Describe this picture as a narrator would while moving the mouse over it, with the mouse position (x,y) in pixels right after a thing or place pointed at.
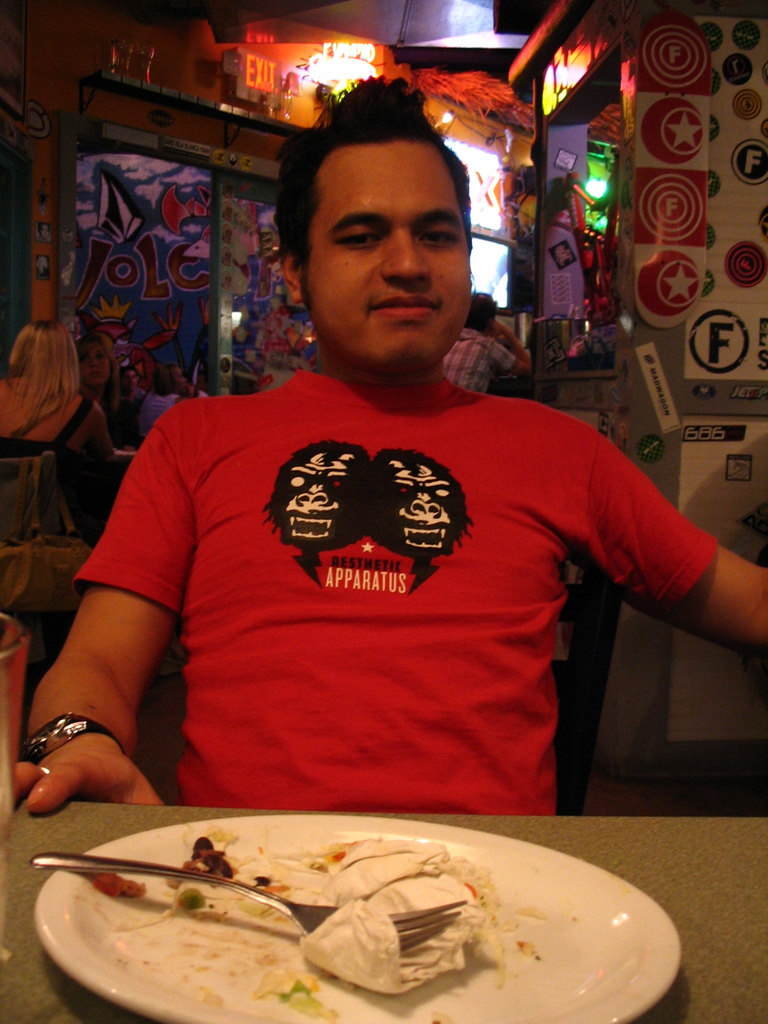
In this picture we can see a man (319,617) in the red t shirt (411,655) is sitting on a chair (591,614) and in front of the man (421,728) there is a table (718,905) and on the table (735,962) there is a plate (325,993), fork (260,891), tissues (383,950) and a glass (3,766) and behind the man (501,426) there are groups of people (36,329) and a wall (273,250).
